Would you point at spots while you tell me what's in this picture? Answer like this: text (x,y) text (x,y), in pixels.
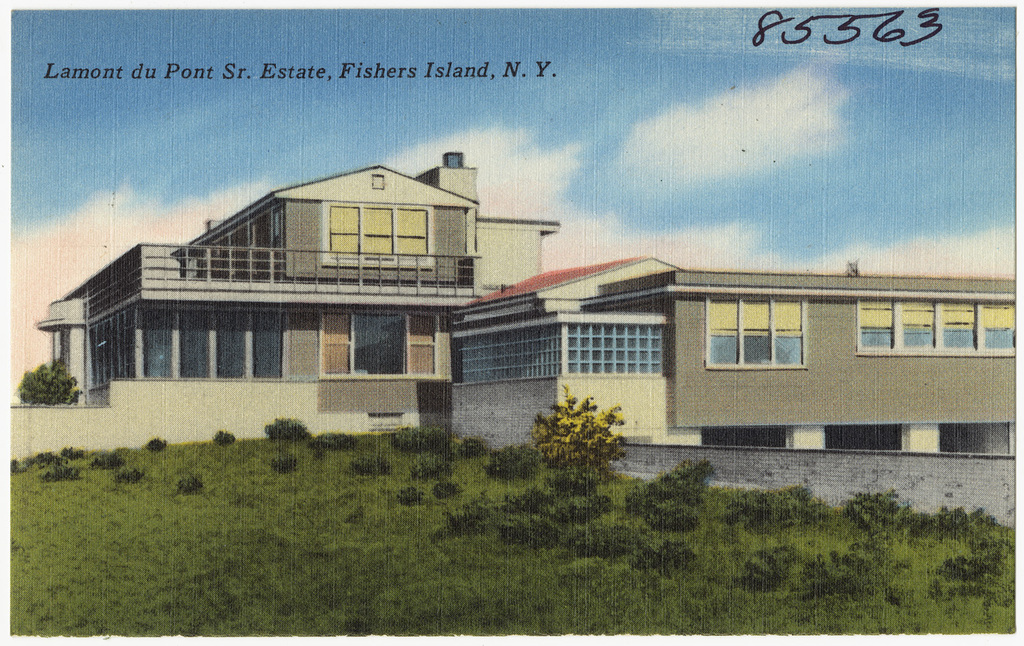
In this image I can see a picture in which I can see some grass (265,547) on the ground (339,551), few plants (666,528), the wall (790,474) and few buildings (390,350). In the background (581,168) I can see the sky (705,147).
